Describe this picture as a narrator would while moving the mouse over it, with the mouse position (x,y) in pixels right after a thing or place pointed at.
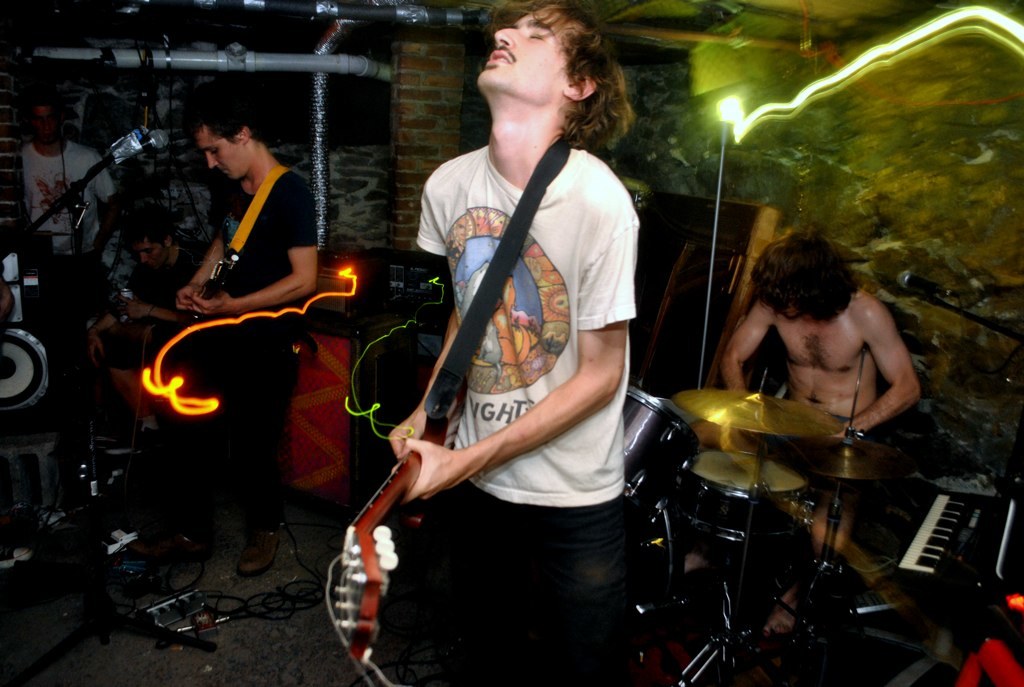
This picture consists of a group of musicians (536,301) performing. In the center (539,324) a man (546,311) wearing a white colour shirt (558,311) is holding a musical instrument (376,550) in his hand (443,452). At the right side (836,297) the man (839,288) is sitting in front of the musical instrument (726,471). At the left side (271,285) the man (212,258) is standing. In the background (62,211) a man (45,163) wearing a white colour t-shirt (56,178) is standing in front of the instrument (59,256). There is a wall (368,212) in the background (420,142). On the floor (219,579) there are wires (220,597). At the left side (32,423) there are speakers (26,406). At the right side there is a musical instrument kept on the bench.
